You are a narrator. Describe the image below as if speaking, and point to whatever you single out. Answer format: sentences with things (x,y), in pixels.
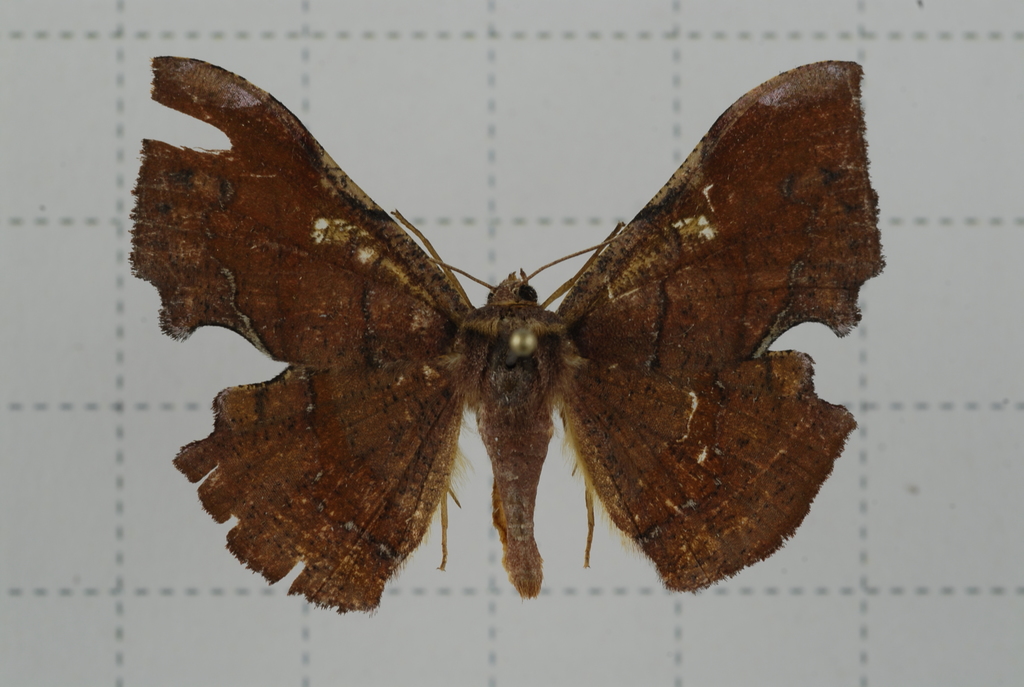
In the image there is a butterfly (513,319). Behind that there is a white wall (126,314) with checks (583,78).
